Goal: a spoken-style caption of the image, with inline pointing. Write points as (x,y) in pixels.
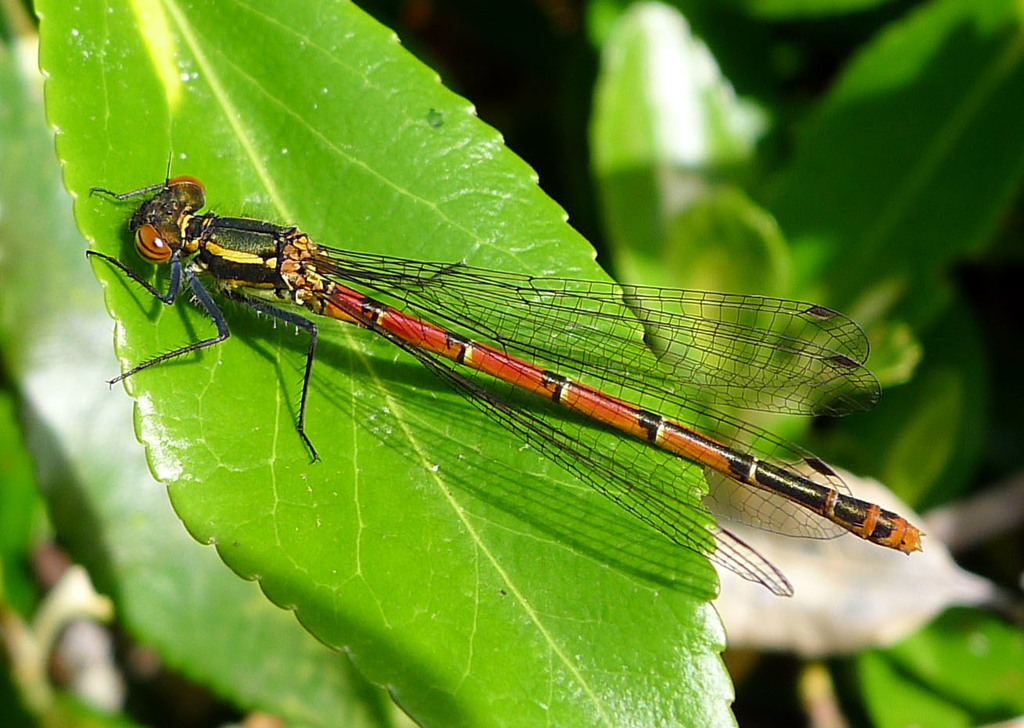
In the center of the image (394,276) we can see a dragonfly (423,299) is present on the leaf (323,325). In the background of the image (733,214) leaves (723,228) are there.
